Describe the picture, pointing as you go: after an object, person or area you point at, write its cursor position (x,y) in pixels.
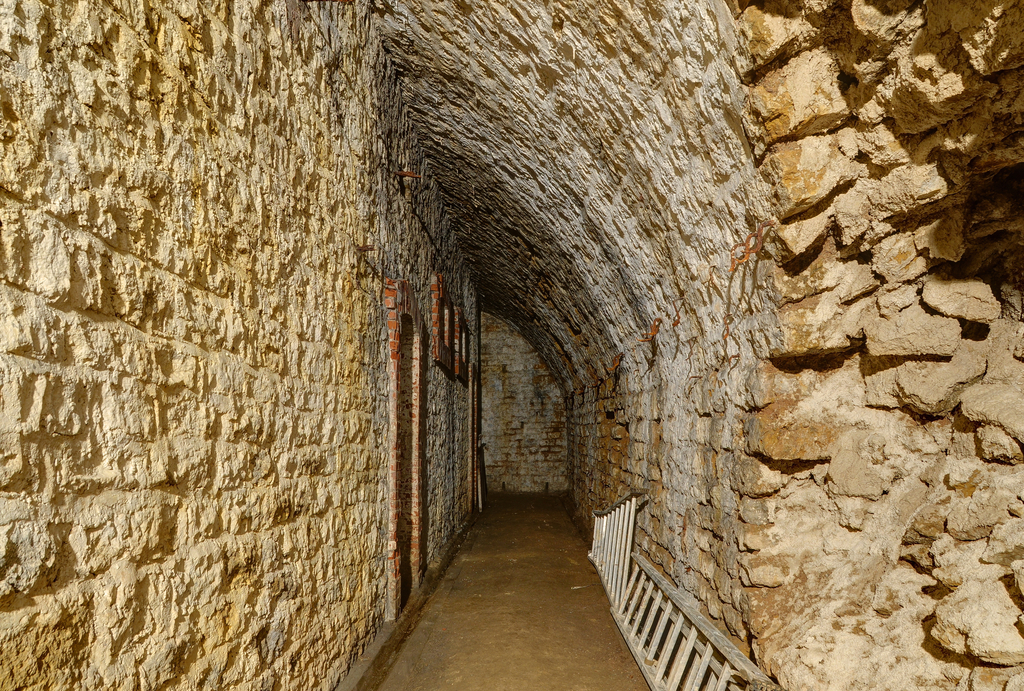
Here we can see wall (161,233) and on the ground (590,596) there are two ladders (632,495) leaning on the wall (565,412). On the right (797,230) we can see collapsed wall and there are stones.
